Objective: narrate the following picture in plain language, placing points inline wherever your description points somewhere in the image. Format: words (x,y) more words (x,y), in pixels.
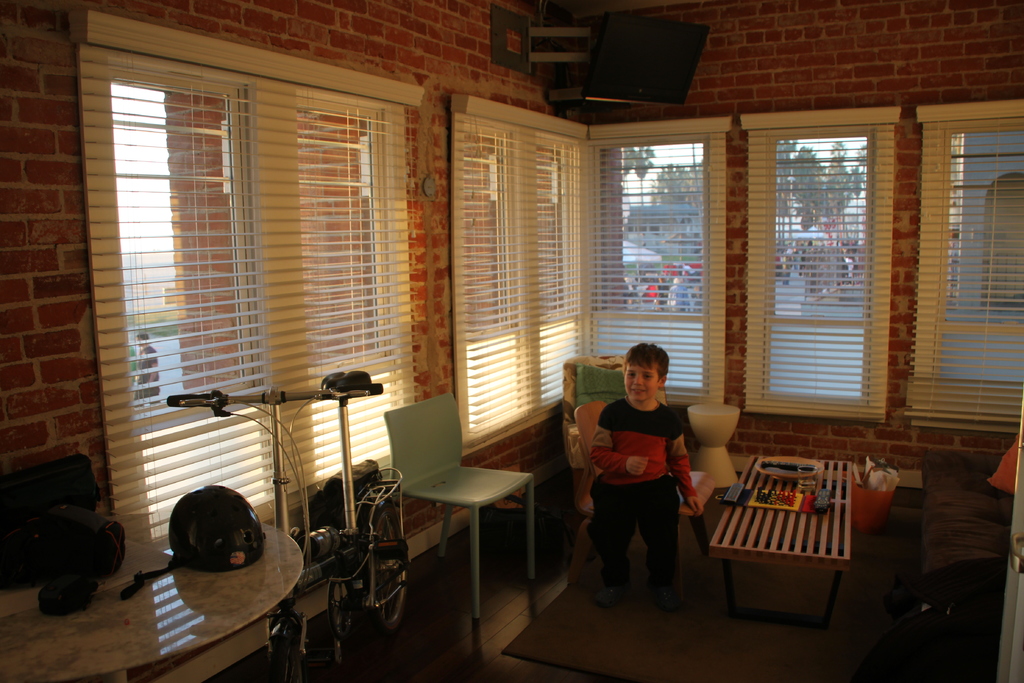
this is inside view picture of a house (515,577). Here we can see chairs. This is a table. This is a floor carpet (782,588). At the left side of the picture (174,570) we can see a table (192,595) and a helmet (211,543) on it. This is a bicycle (377,530). These are the windows (684,250). Through the window (815,257) we can see an outside view where we can see few persons (659,285) and sky (658,155) and trees (795,188). Here we can see one boy (604,581) sitting on a chair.
